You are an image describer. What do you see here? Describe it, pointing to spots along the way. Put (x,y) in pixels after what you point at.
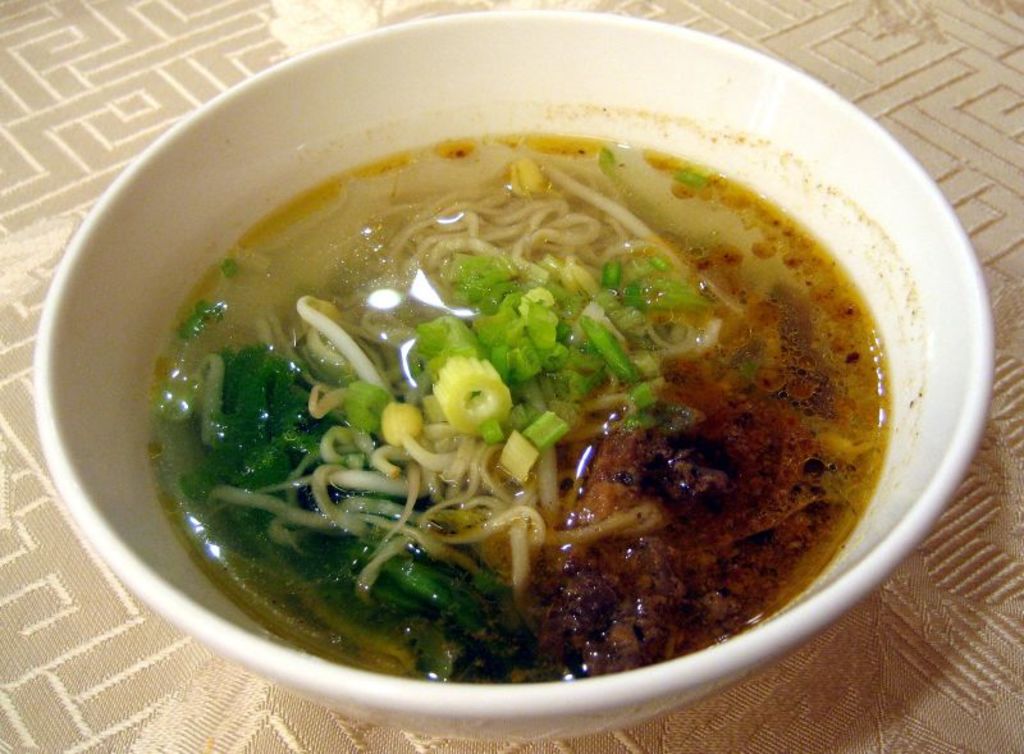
In this image we can see a bowl (388,682) in which food item (486,562) is there.
